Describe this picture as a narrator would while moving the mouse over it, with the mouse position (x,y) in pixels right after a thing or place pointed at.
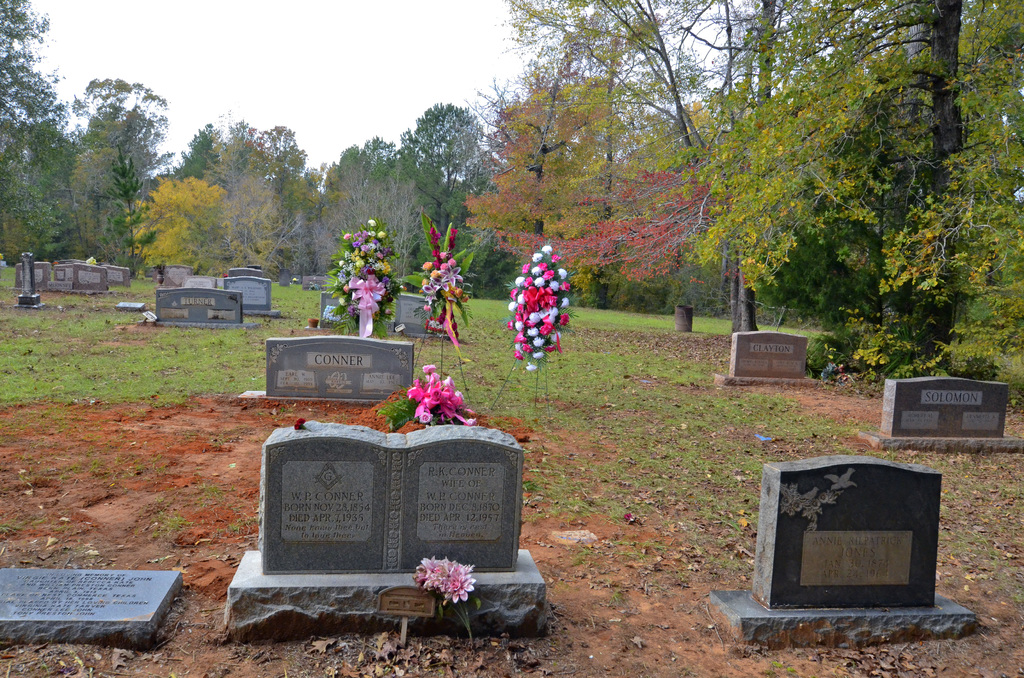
In this image I can see the cemetery (193,386) and number of tombstones (420,501) which are grey and brown in color. I can see few flower bouquets (446,380). In the background (222,179) I can see few trees (240,194) which are green, yellow and pink in color and the sky (301,74).
